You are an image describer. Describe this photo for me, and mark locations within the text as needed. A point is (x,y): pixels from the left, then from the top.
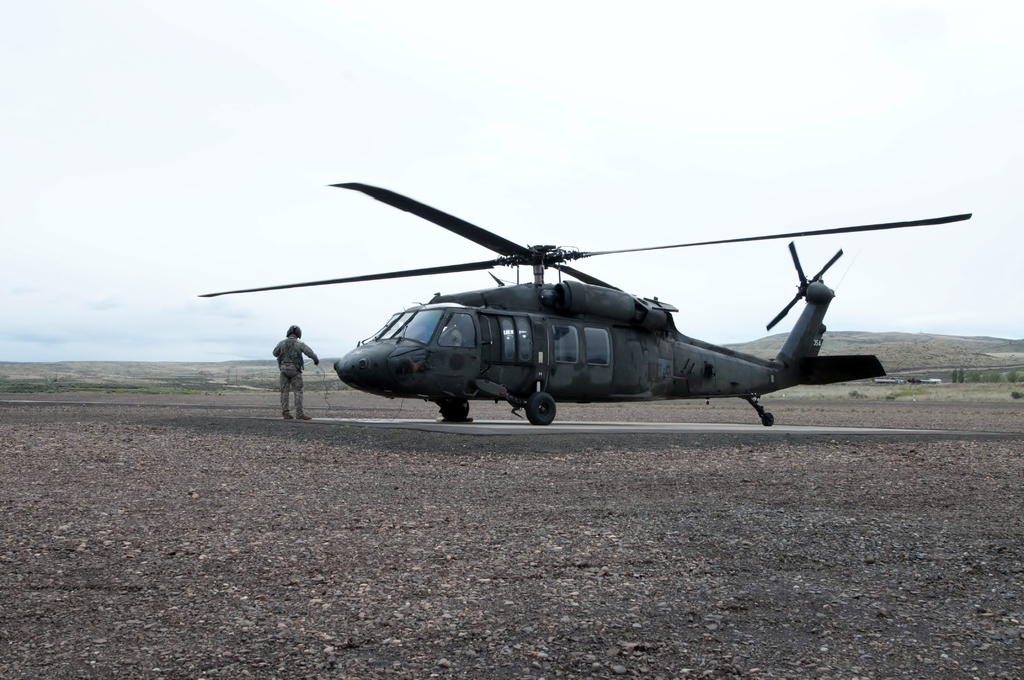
In this picture we can see a helicopter (527,381) on the ground (554,463), in front of the helicopter (343,368) we can find a person (300,380).
